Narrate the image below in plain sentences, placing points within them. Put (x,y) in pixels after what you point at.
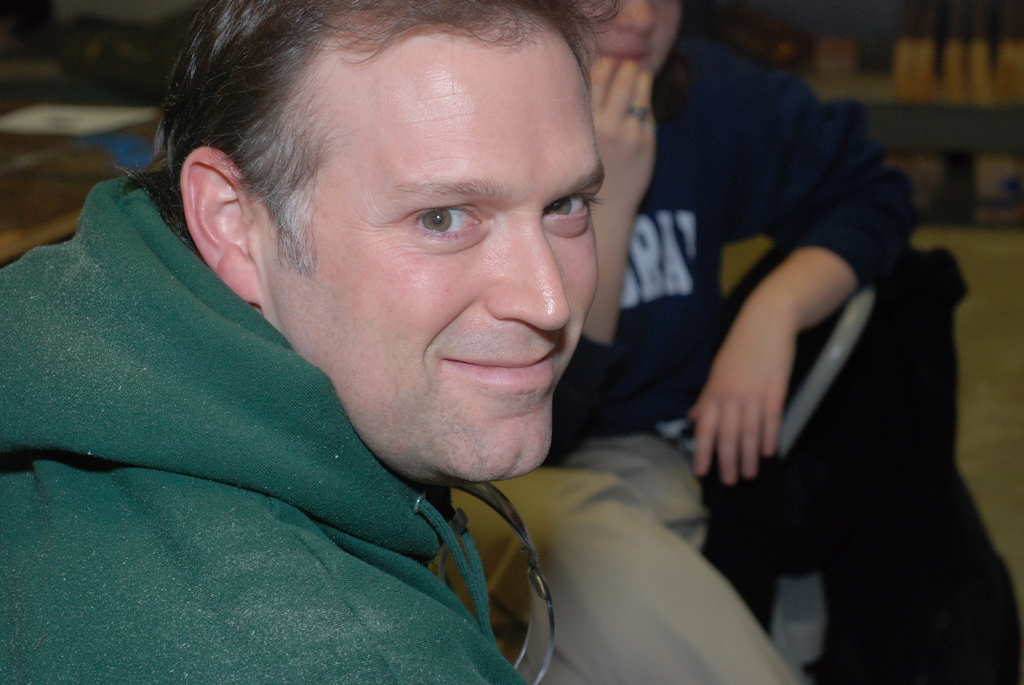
In the image we can see there are people (577,281) sitting on the chair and a man (324,548) is wearing green colour hoodie (245,565).
